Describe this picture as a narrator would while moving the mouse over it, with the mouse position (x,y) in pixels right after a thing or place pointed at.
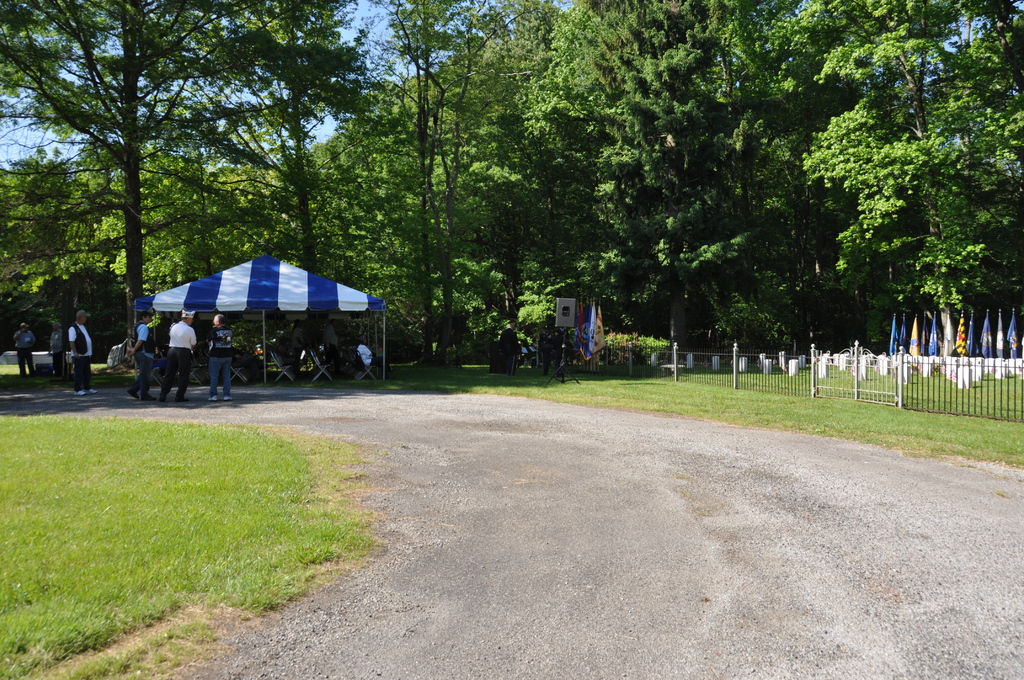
At the bottom of the image (619,522) there is a road (631,589). On the left corner of the image (173,436) there is grass (84,516) on the ground (112,563). And on the right corner of the image (938,374) there is grass (845,419) and also there is a fencing (713,369). Behind the fencing (837,373) there are graves (962,370) and also there are flags (894,333). In the background (257,276) there is a tent (295,313). Under the tent (321,289) there are few chairs (284,367) and there are few people (84,337) standing. In the background (199,93) there are many trees (426,90).
